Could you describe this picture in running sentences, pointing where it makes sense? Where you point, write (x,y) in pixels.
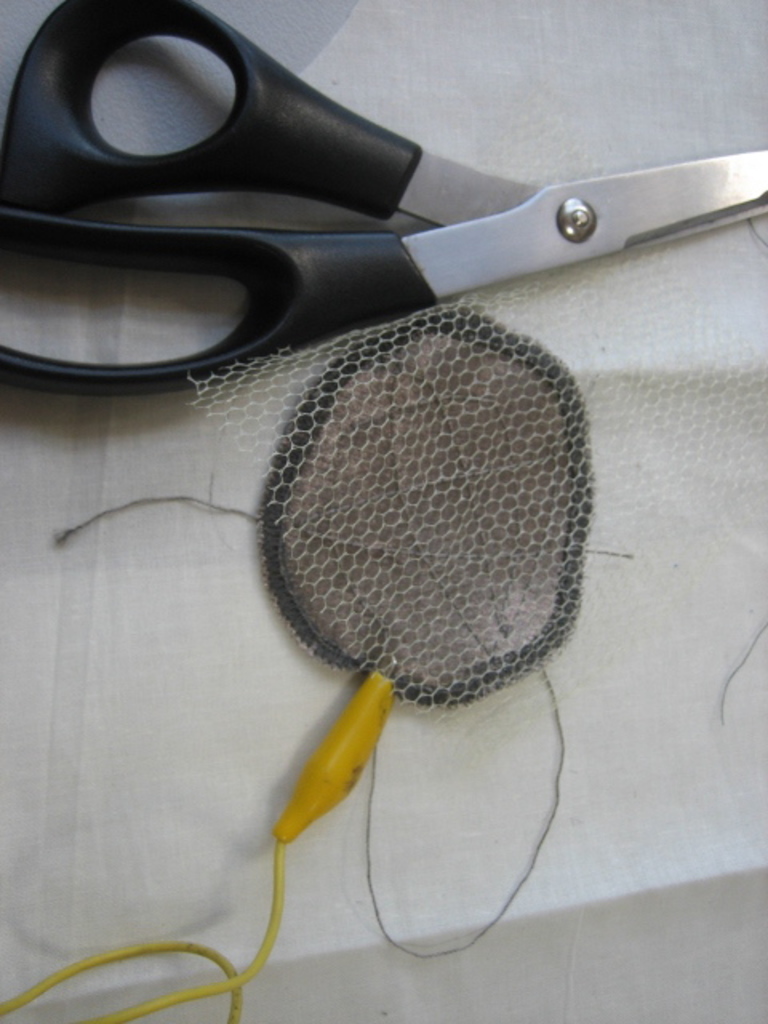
There is a scissors (256,237), net (370,424) and a yellow color wire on a white surface (643,708).
